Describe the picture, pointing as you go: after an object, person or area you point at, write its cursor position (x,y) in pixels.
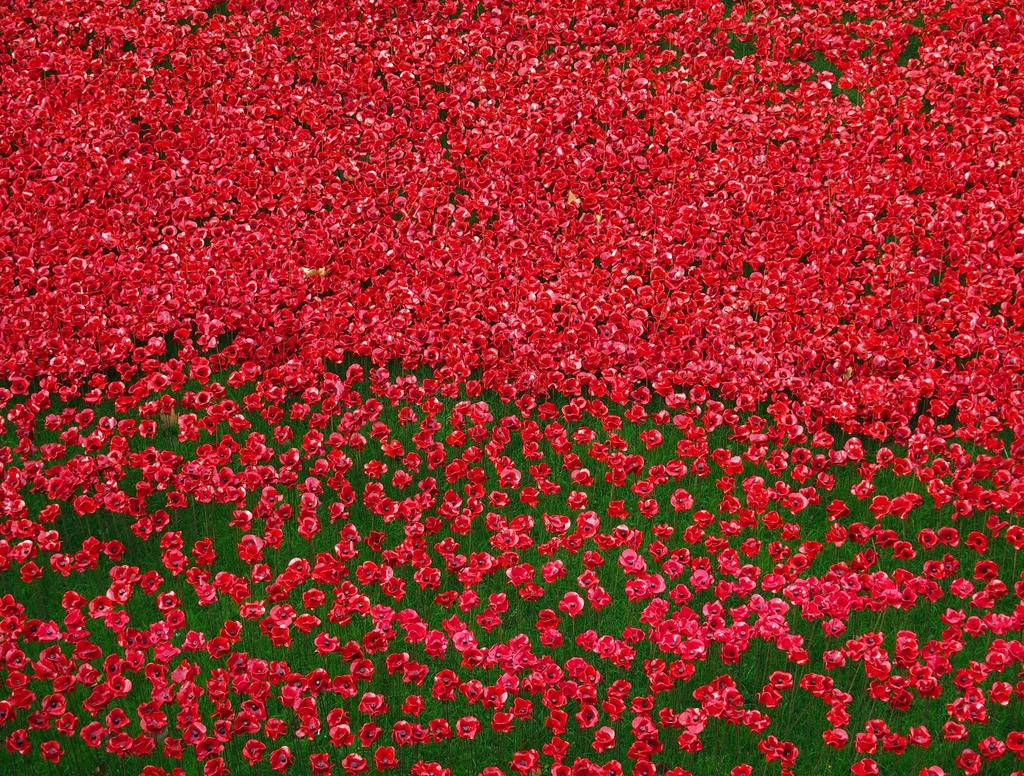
In this image I can see a lot of red color flowers (450,362) and green color leaves (607,572).
